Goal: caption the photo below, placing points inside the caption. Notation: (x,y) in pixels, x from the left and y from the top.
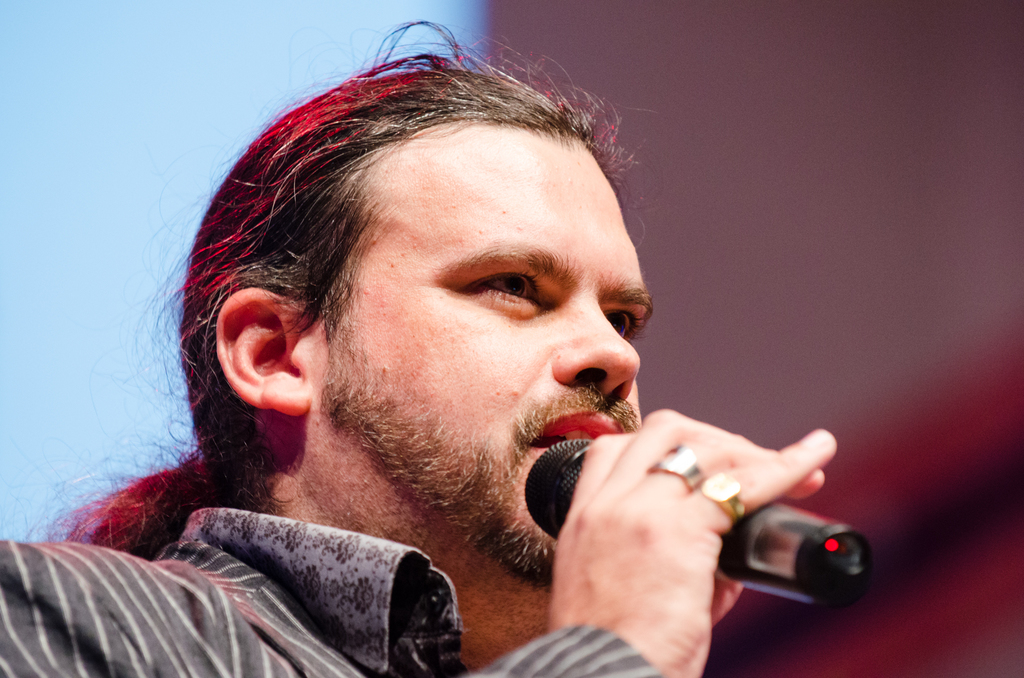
In this image I can see a person (476,366) holding a mic (771,547). He is wearing black and grey color dress (211,599). Background (672,71) is blurred.
